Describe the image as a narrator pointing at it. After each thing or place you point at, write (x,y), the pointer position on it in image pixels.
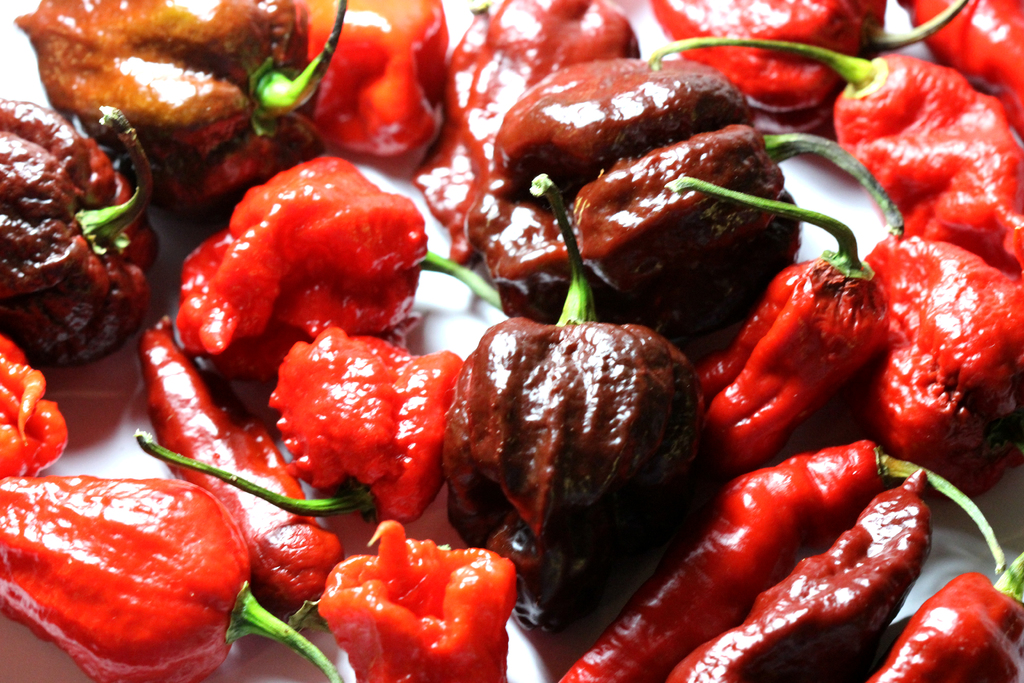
Here in this picture we can see number of pimentos (264,158) present over a place (109,438).
